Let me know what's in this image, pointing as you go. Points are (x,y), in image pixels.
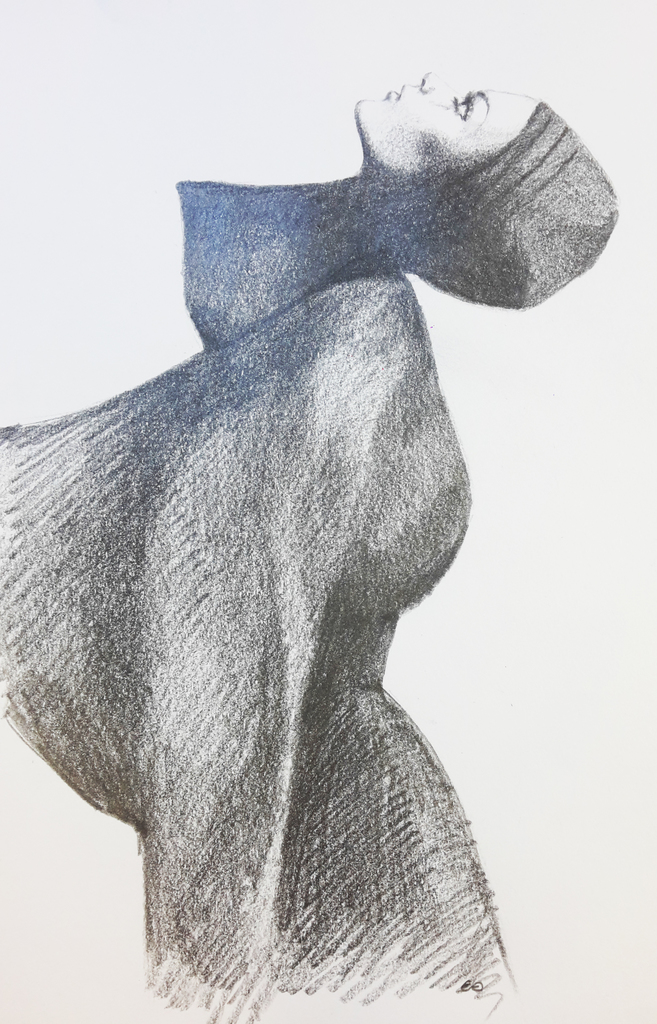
In this image we can see the art (296,355) of a woman (444,125) and there is a white background (137,58).
